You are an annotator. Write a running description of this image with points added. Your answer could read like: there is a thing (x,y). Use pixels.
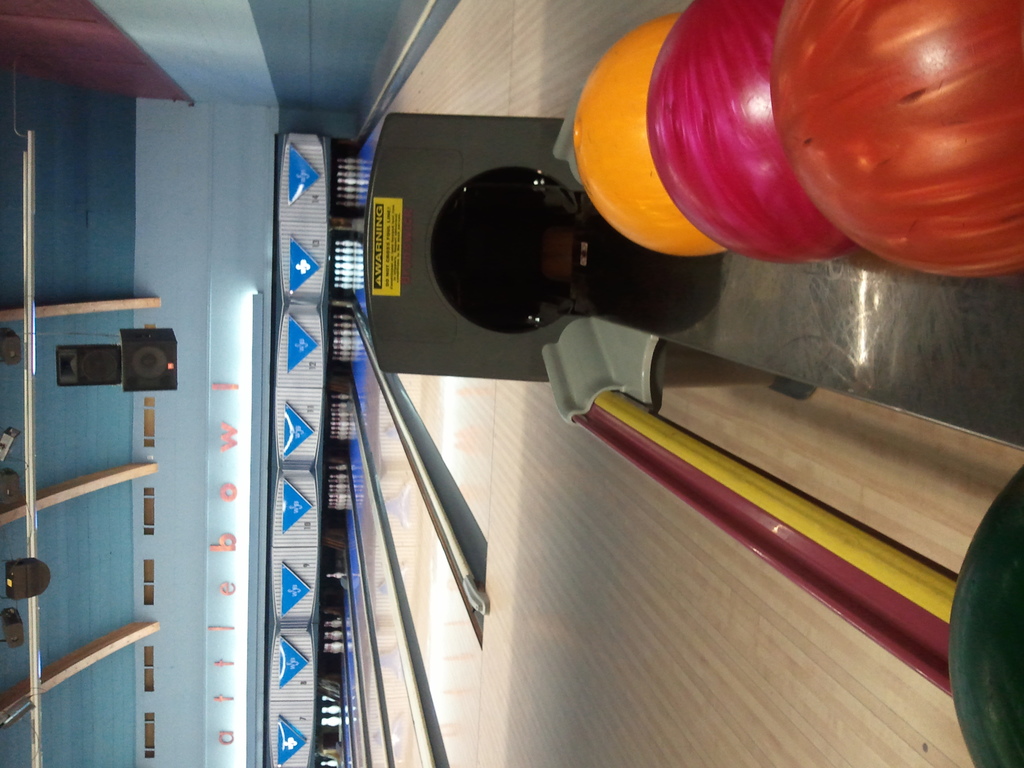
In this image we can see some pins (349,279), balls (1020,138) and boards (289,648), also we can see a speaker (133,374) and some text (222,628) on the wall (180,356), there are some objects (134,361) on the ceiling (107,456) and also we can see a poster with some text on it.
